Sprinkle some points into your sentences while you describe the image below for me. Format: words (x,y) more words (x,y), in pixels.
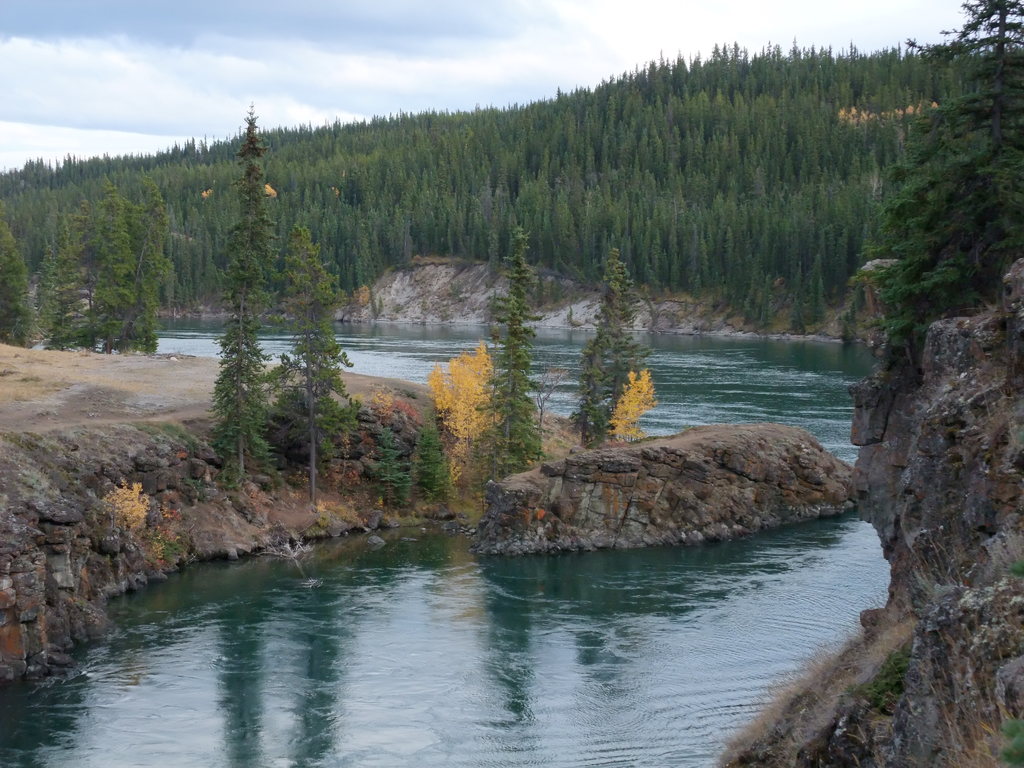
In this image we can see many trees (864,222). At the top (304,45) there is sky (304,45) with some clouds (334,44) and at the bottom (514,651) there is lake (719,550).
